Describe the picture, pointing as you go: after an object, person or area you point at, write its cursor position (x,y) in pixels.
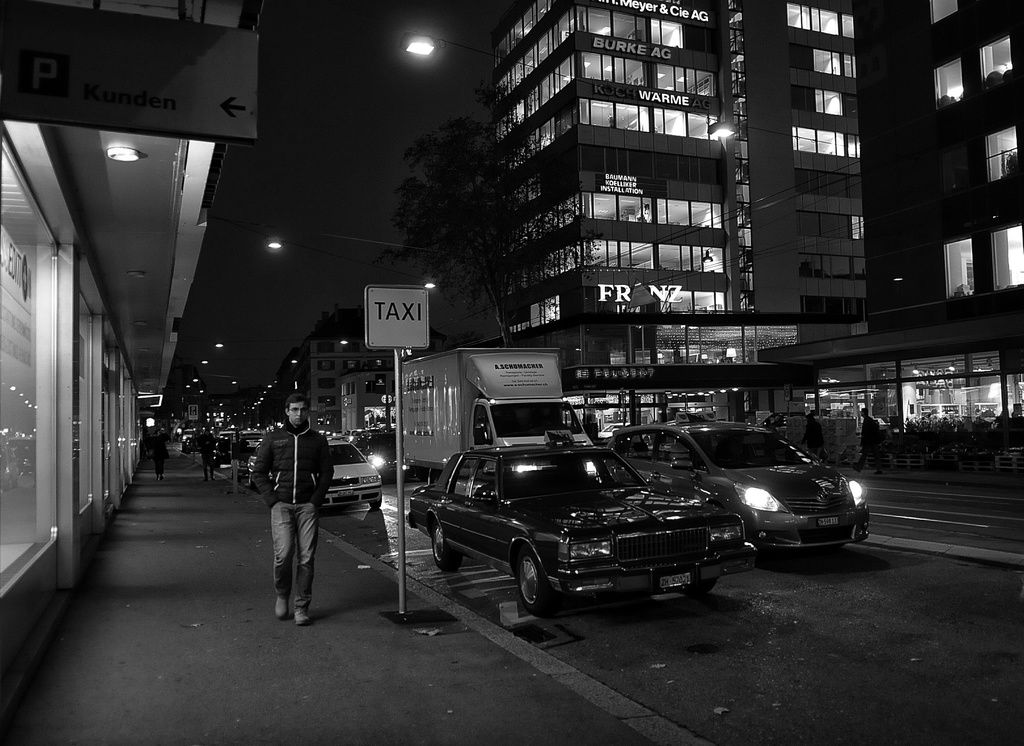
This is an outside view of the city (597,586), in this image in the center (426,456) there are some vehicles (487,483) on the road (881,593). On the right side (894,428) and left side (28,575) there are some buildings (686,261), trees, lights (771,335) and some persons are walking on a footpath (381,606). On the top (274,247) there are some street lights (421,49).
